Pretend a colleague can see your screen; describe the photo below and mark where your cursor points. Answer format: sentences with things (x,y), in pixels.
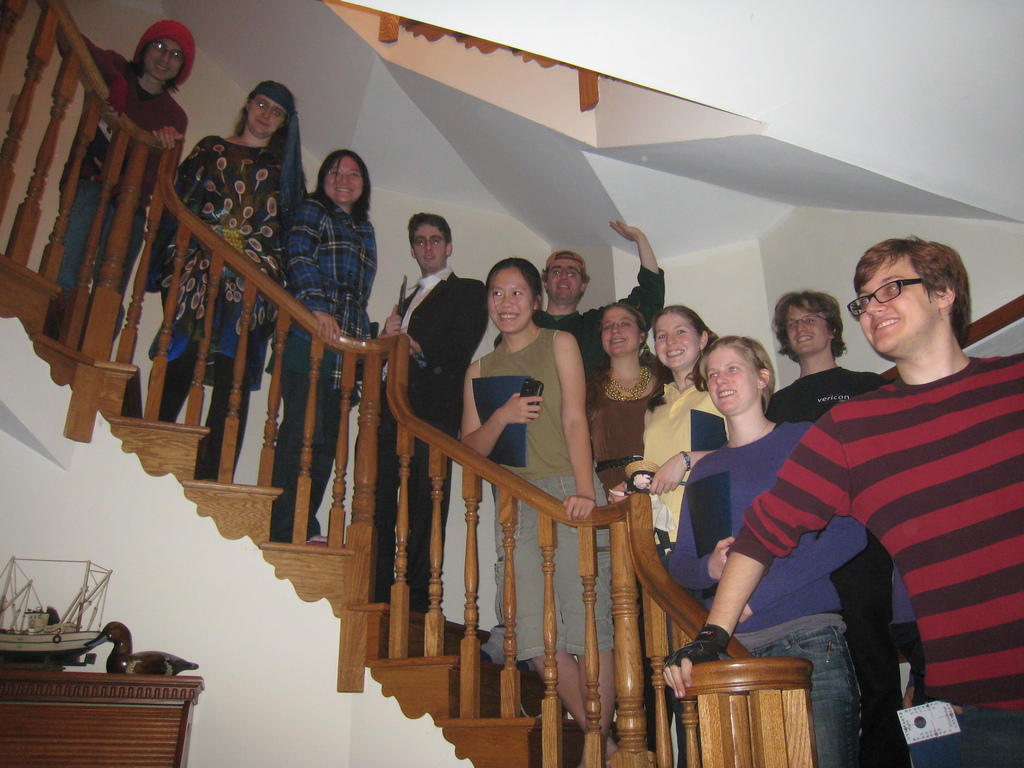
In this image we can see men (832,500) and women (214,161) are standing on the stairs (572,739) and wooden railing (681,604) is present in front of them. Bottom left of the image (49,681) one cupboard (79,686) is present and on it show pieces (57,631) are there.
